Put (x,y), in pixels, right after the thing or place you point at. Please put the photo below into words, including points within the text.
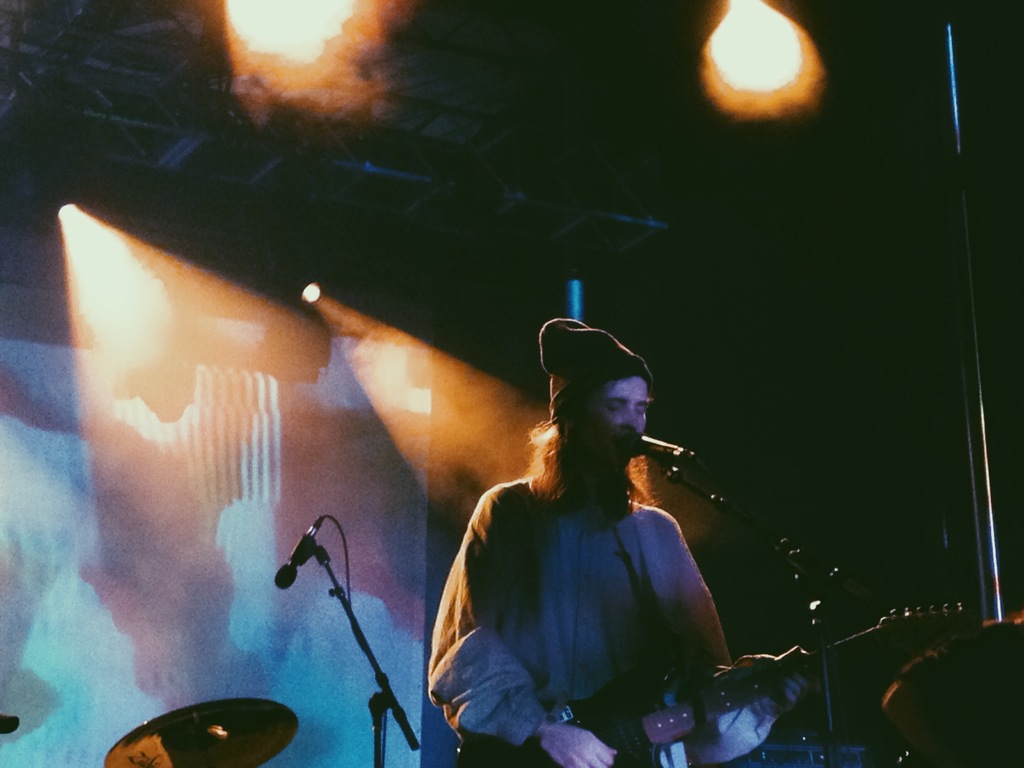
In this image we can see a person (604,629) playing a guitar (673,683). There is a mic (654,449). In the background of the image (311,627) there is a screen (416,467). At the top of the image (81,252) there are lights (805,58).
